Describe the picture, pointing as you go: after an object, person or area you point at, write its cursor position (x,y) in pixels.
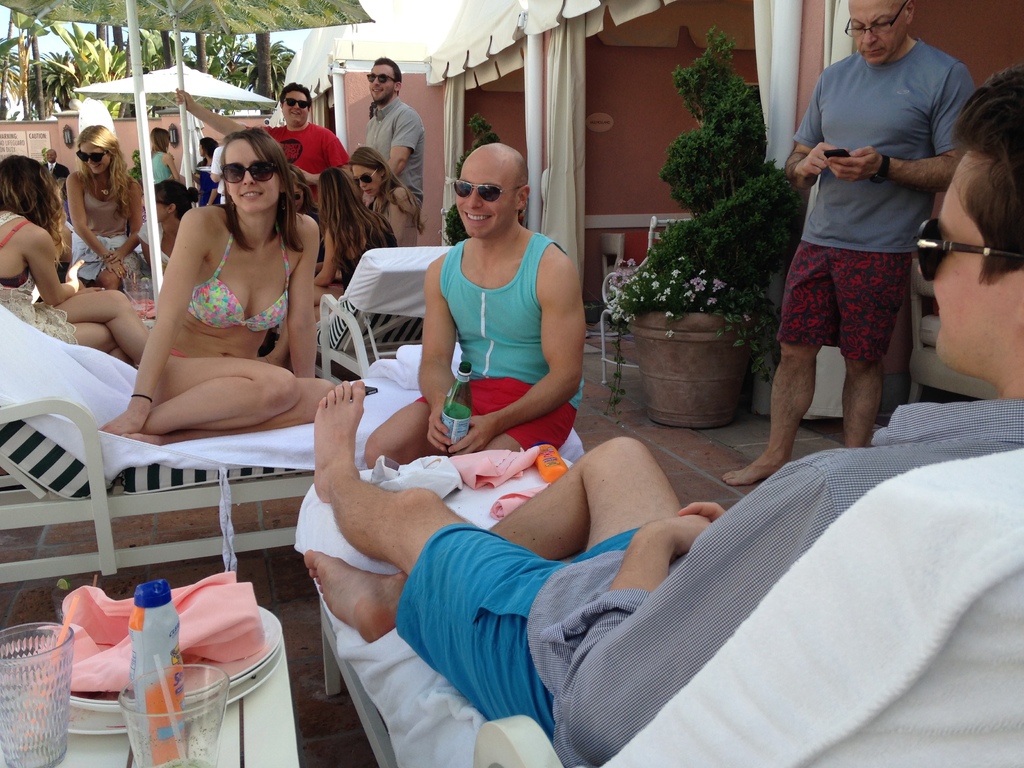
This image consists of many people (281,180) sitting in the chairs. To the left (106,726), there is a table (115,743) on which there are glasses (180,751), plates (122,650) and a bottle (138,621). To the right (700,193), there is a plant (687,240). In the background (151,88), there are trees (216,54) along with umbrellas (216,98).
